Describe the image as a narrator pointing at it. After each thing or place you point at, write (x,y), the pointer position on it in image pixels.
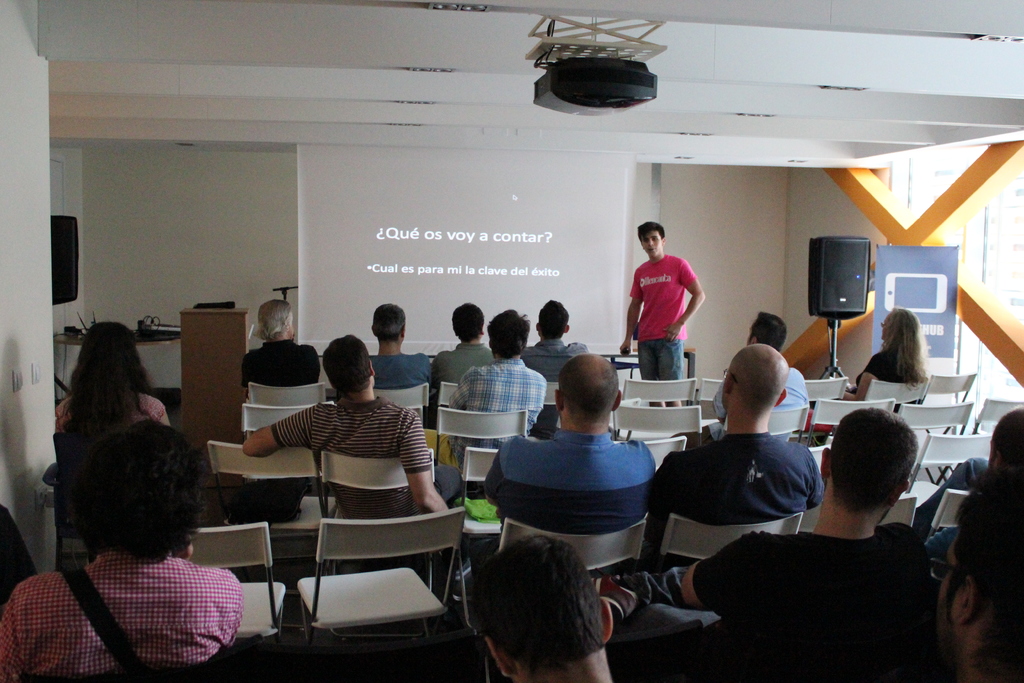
In this image I can see number of persons (359,497) are sitting on chairs (327,540) which are white in color and in the background (155,205) I can see the wall (248,225), a projection screen (466,270), a speaker (811,285), the ceiling (768,82), a projector (595,105) to the ceiling (759,63), a person (646,264) standing and the glass window (976,259) through which I can see another building (1014,245).
